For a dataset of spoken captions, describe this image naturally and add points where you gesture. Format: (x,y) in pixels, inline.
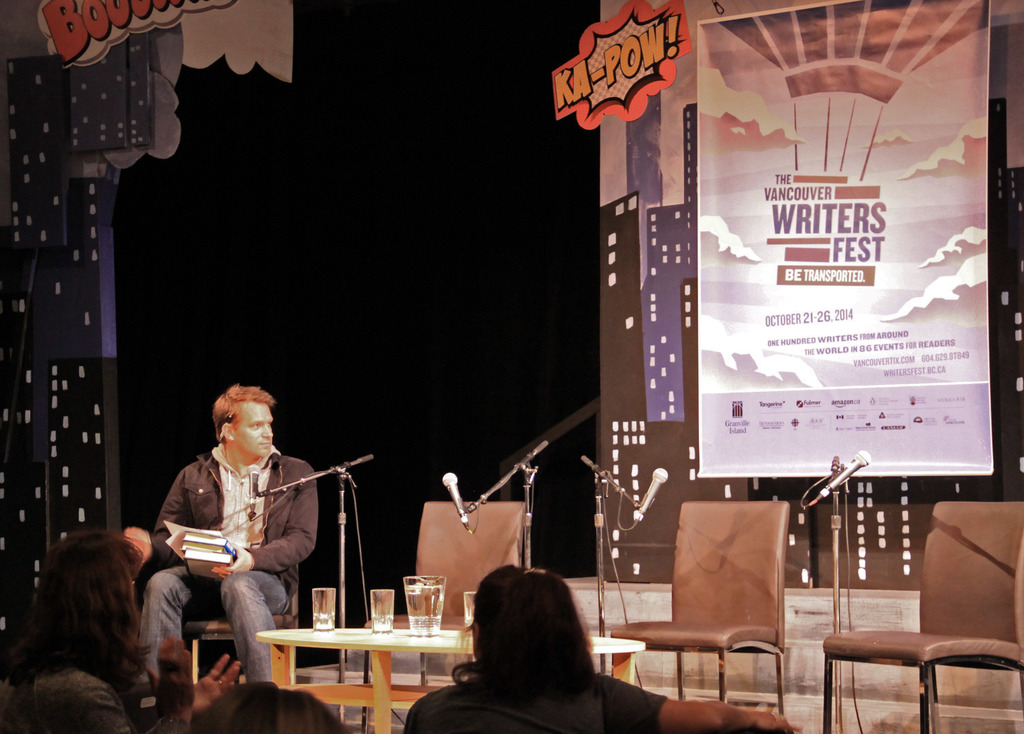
It seems to be the image is inside a hall (329,514). In the image on left side (272,460) there is a man (296,493) holding books (230,567) and sitting on chair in front of a microphone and there is a table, on table (410,633) we can see few water glasses (383,605). On right side (880,184) there are some hoardings (881,204).
